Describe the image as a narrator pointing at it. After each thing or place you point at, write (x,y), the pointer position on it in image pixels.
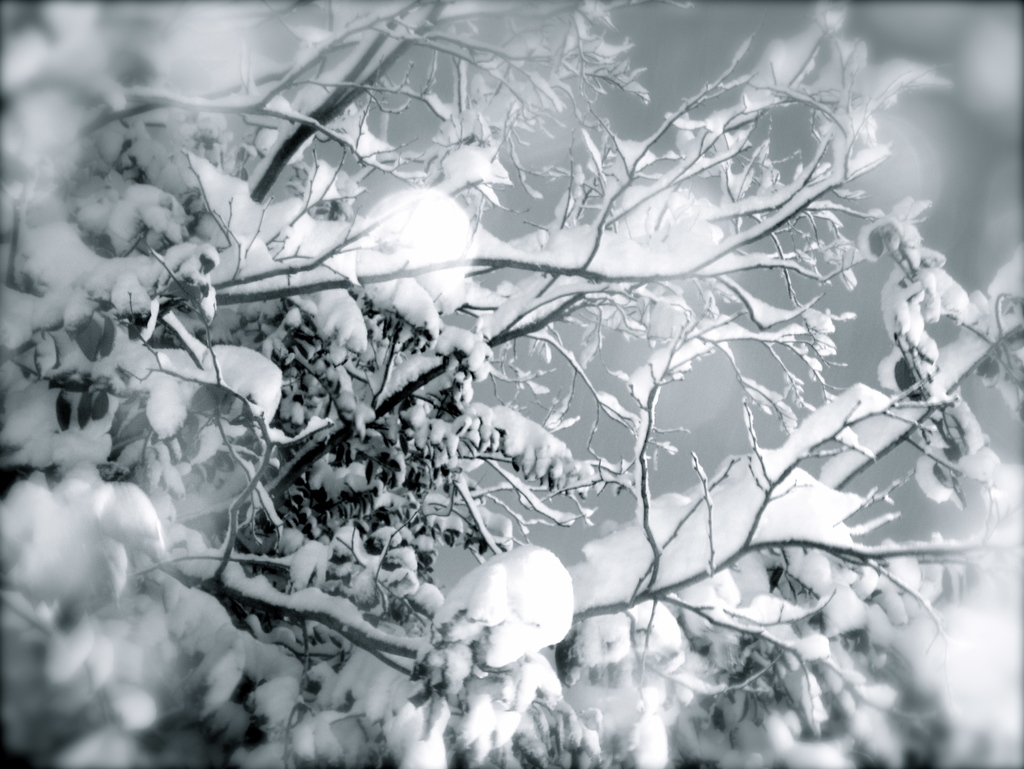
In this image there is a snow (472,602) on the tree (368,567).
